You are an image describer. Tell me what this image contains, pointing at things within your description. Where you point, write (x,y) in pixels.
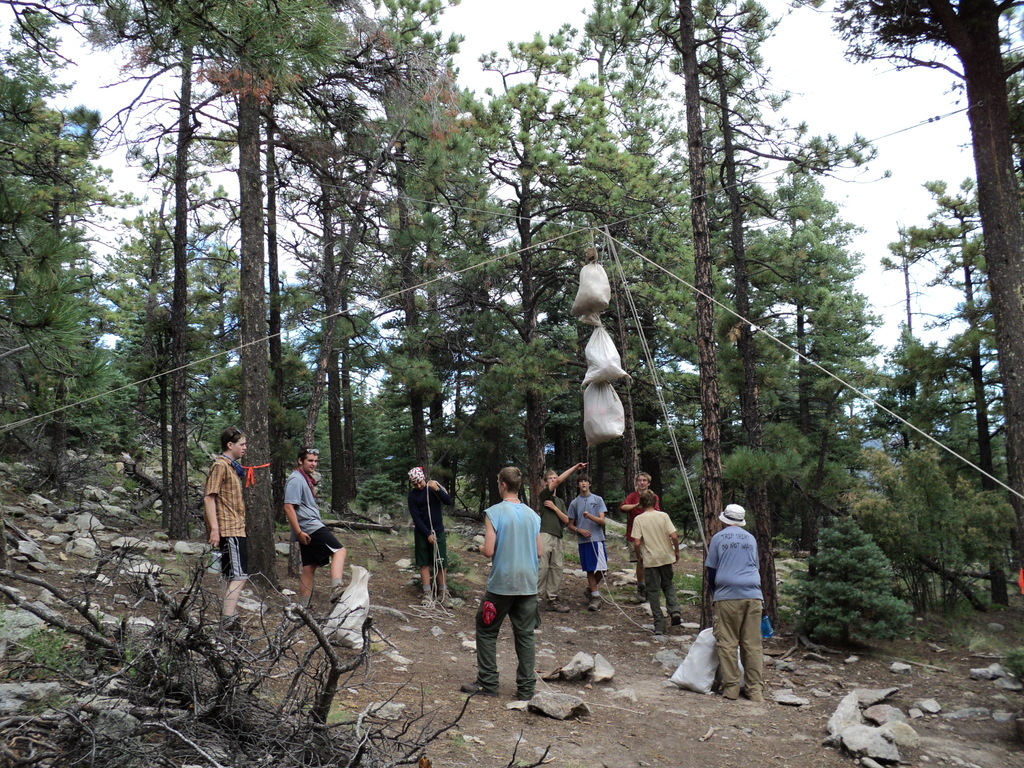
In this image, we can see persons (656,570) standing and wearing clothes (656,570). There are bags (605,354) hanging on ropes (605,229). There are some trees (624,338) in the middle of the image (680,260). There is a dry tree (253,639) in the bottom left of the image (270,681).
